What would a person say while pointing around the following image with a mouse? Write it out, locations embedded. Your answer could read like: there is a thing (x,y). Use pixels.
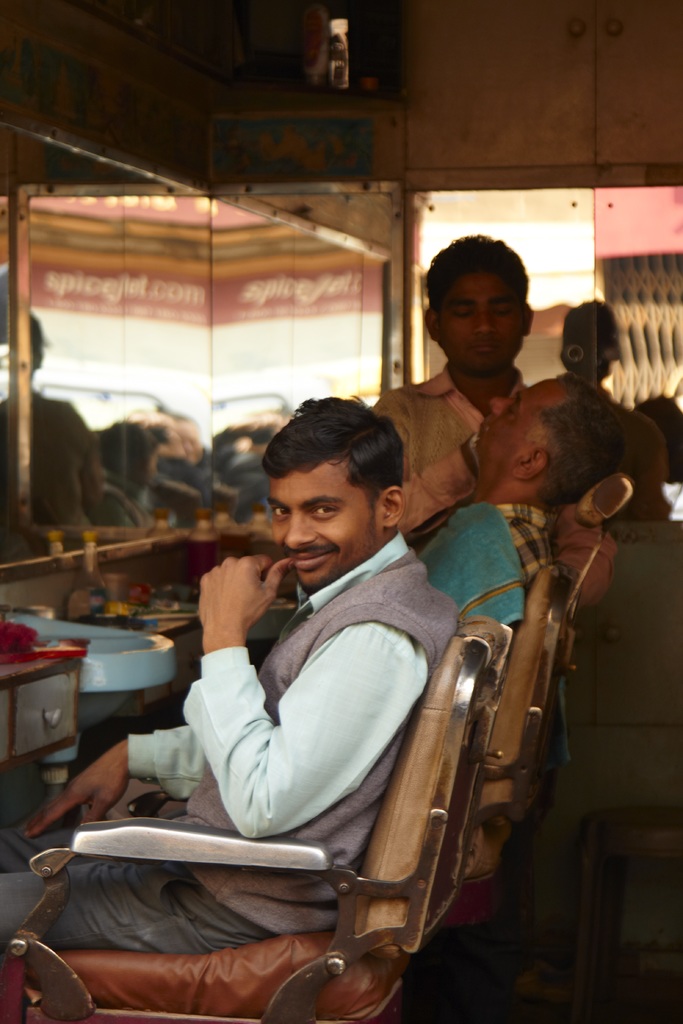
There is a person (275,930) sitting on a chair (273,995) and he is smiling. Here we can see a person (436,424) standing on the top right side (469,239) and he is doing shaving to this person (500,496) who is sitting on this chair (510,684).
